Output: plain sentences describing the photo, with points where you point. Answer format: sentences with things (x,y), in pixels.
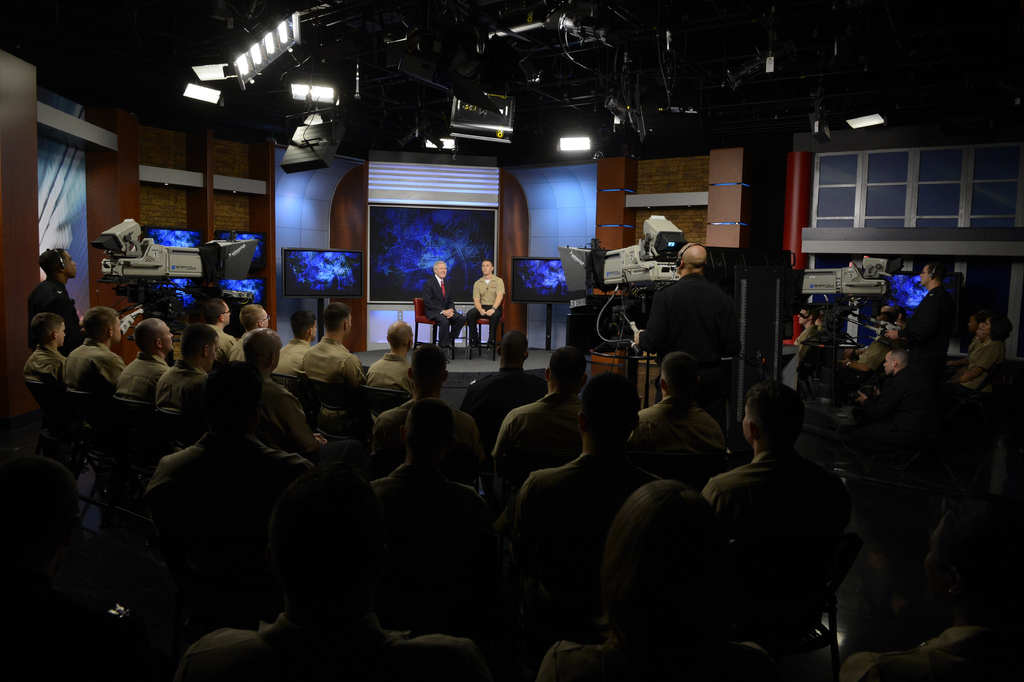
In this picture there are two persons (437,276) sitting in chairs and there are three cameras (192,257) and few people (528,479) sitting in chairs (728,546) in front of them.
